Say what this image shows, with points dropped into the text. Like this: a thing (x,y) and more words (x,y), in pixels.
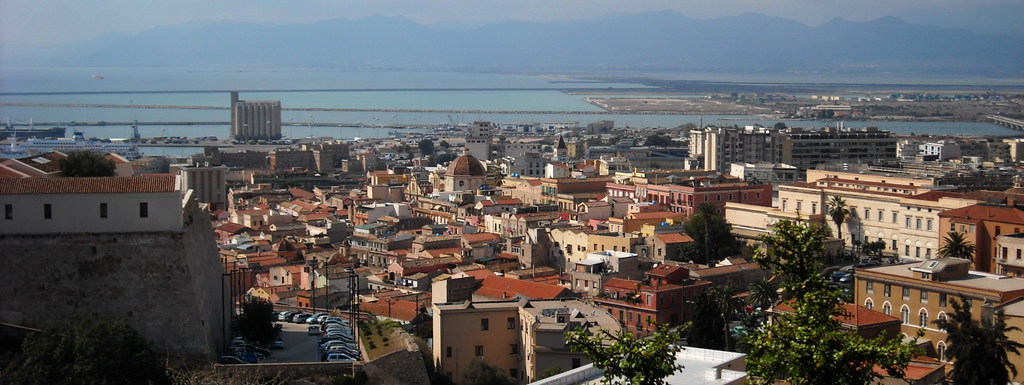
This picture is clicked outside the city. At the bottom of the picture (340,330), we see the cars (343,344) parked on the road (280,358). Beside that, we see street lights (314,266), poles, trees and buildings (277,285). In the middle of the picture (396,231), we see trees (710,227), street lights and buildings (302,168). We see water (225,85) and this water (225,85) might be in the river (494,77). On the right side (888,175), we see trees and buildings (940,97). There are hills (602,41) in the background (398,34).
